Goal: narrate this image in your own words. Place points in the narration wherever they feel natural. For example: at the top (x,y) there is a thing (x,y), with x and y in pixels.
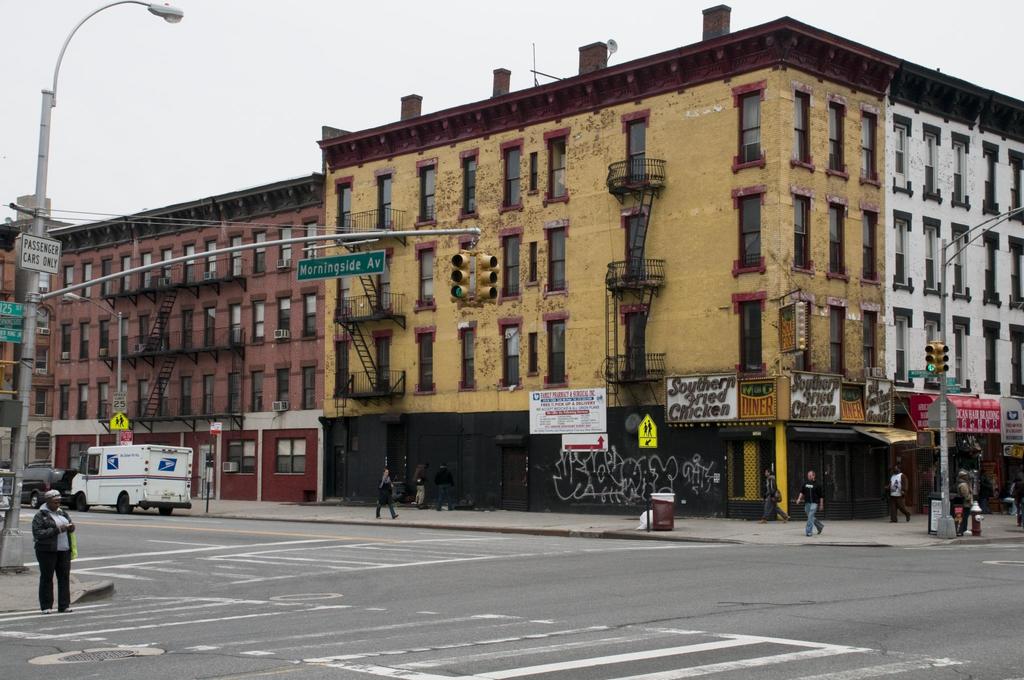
This is an outside view. At the bottom of the image (400,612) I can see the road (330,618). On the left side (97,481) there are two vehicles (116,497) and I can see few people (45,568) are walking on the footpath (404,508). On the right side (936,445), I can see a traffic signal pole (942,402). On the left side (32,336) there is a street light (42,196). In the background (603,282), I can see the buildings (237,307). At the top of the image (244,86) I can see the sky (214,80).
